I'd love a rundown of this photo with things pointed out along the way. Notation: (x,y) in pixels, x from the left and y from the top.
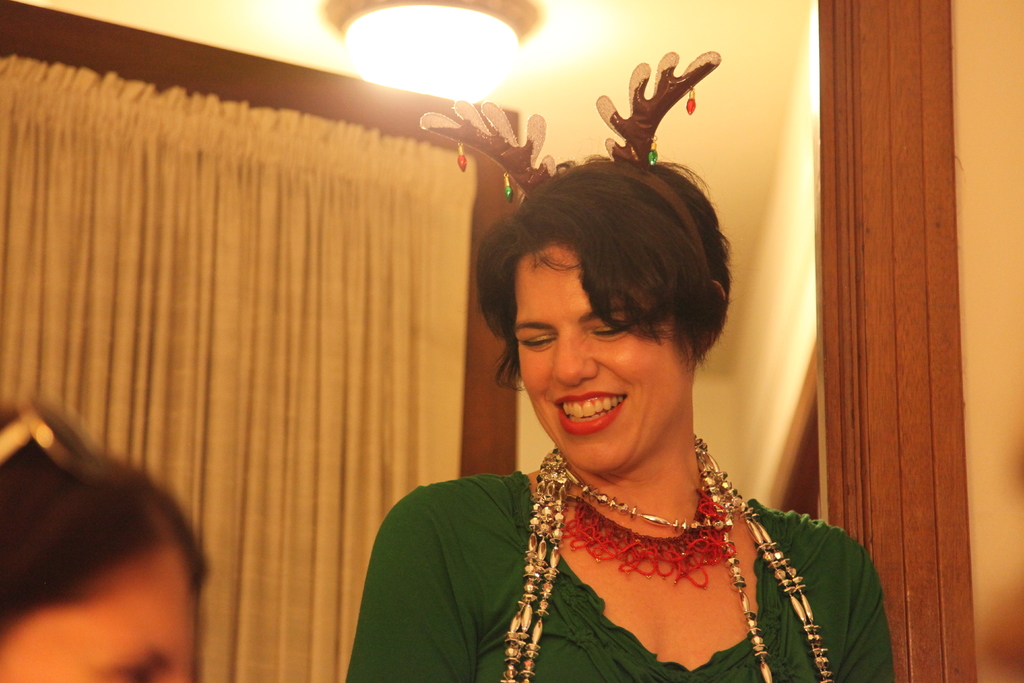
In the middle of the picture (519,264) we can see a woman (676,290) and she is smiling. At the bottom (91,680) we can see a person (102,546). In the background (226,259) we can a curtain (370,289), light (360,34), and wall (780,346).
